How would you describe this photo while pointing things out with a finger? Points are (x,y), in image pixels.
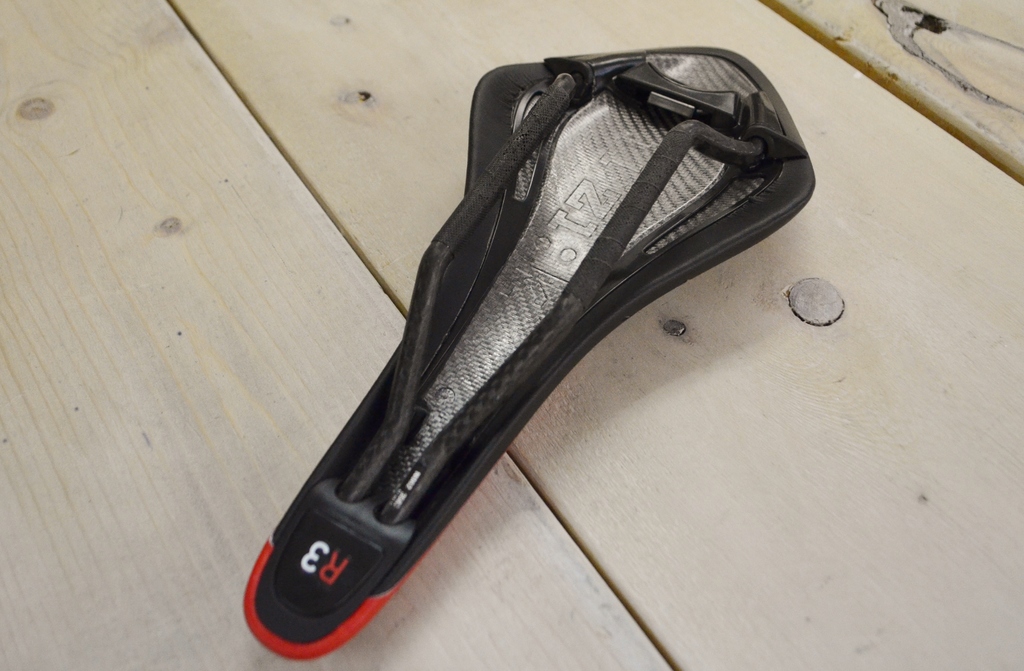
In the picture I can see some black color object (426,340) is placed on the wooden surface (799,385).
